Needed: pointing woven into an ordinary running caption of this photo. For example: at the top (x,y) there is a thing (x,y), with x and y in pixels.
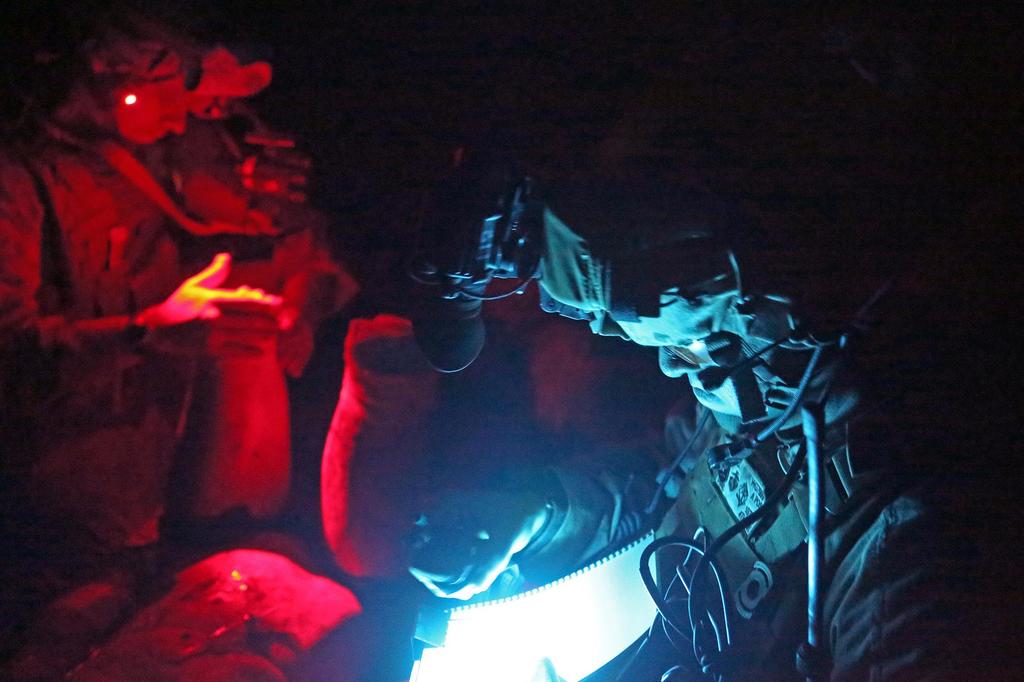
This is a dark picture, we can see some people (88,211) in the picture.
